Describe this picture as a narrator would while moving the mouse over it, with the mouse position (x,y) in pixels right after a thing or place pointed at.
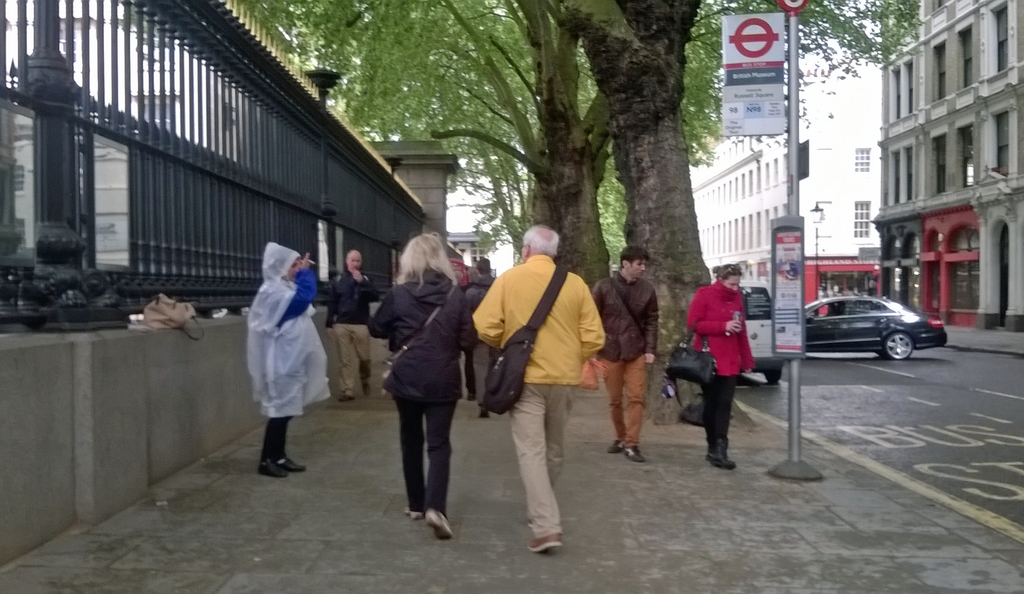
In this image I can see group of people (341,369) walking. In front (550,352) the person (543,338) is wearing yellow and cream color dress (551,411) and I can also see the railing (374,174). In the background (564,161) I can see few trees (521,76) in green color, few vehicles (824,334), buildings (784,197) in white and light gray color.
